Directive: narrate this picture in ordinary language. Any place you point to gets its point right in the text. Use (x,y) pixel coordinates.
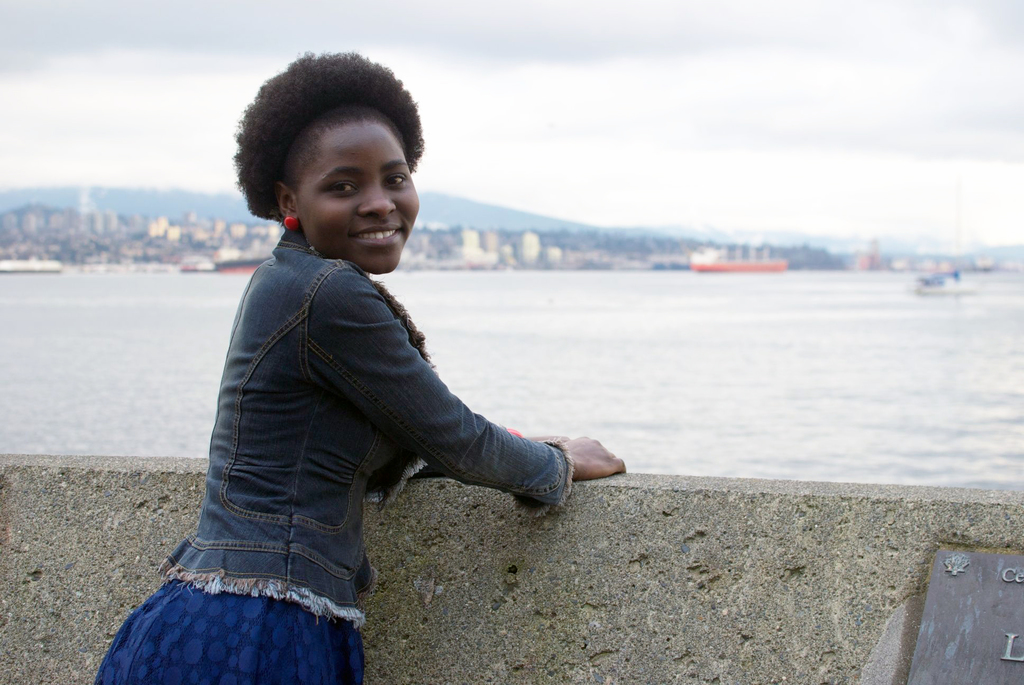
In this image we can see a woman (339,467) standing near a wall (600,611) and in the background (655,352) there is water (564,301), buildings (85,239), mountain (128,201) and sky (715,161).
